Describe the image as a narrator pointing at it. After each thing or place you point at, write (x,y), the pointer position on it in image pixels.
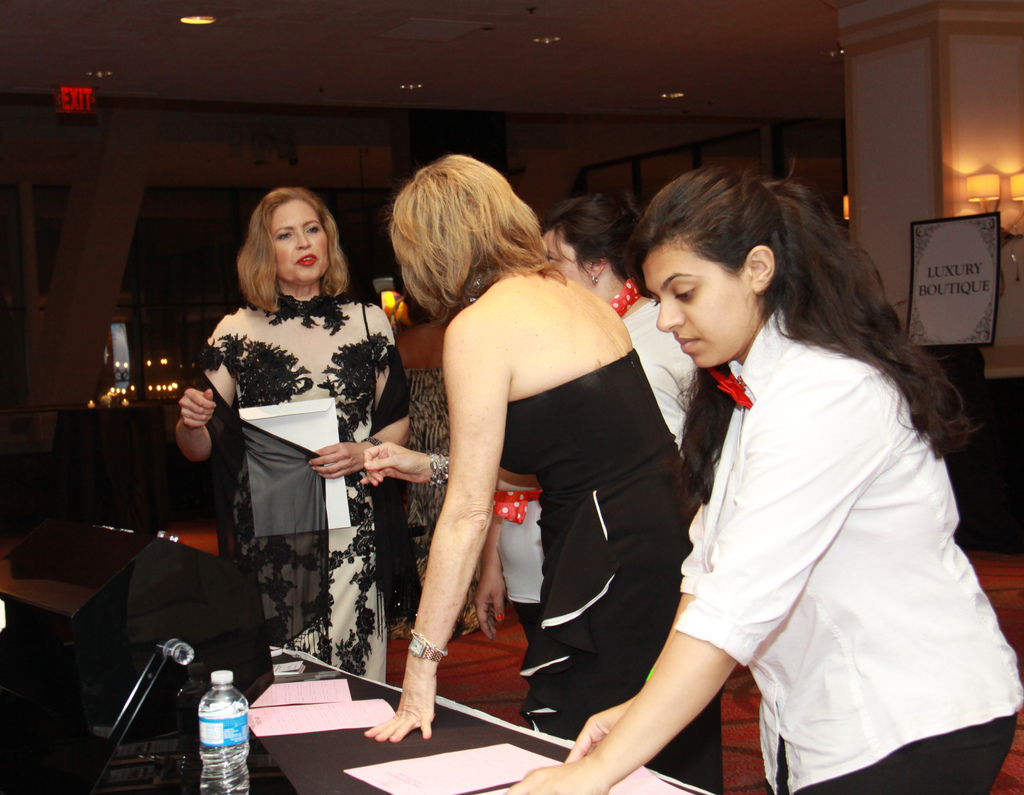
In this image I can see there are few persons (529,546) visible and in front of table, on the table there are papers (297,713) and bottles (225,707) kept and a woman (268,383) holding a paper (338,515) in the middle (347,421), at the top (400,87) there is a roof (586,41) and lights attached to the roof (624,96), on the right side (917,123) there is the wall (859,105) and lights (1019,229) visible.
